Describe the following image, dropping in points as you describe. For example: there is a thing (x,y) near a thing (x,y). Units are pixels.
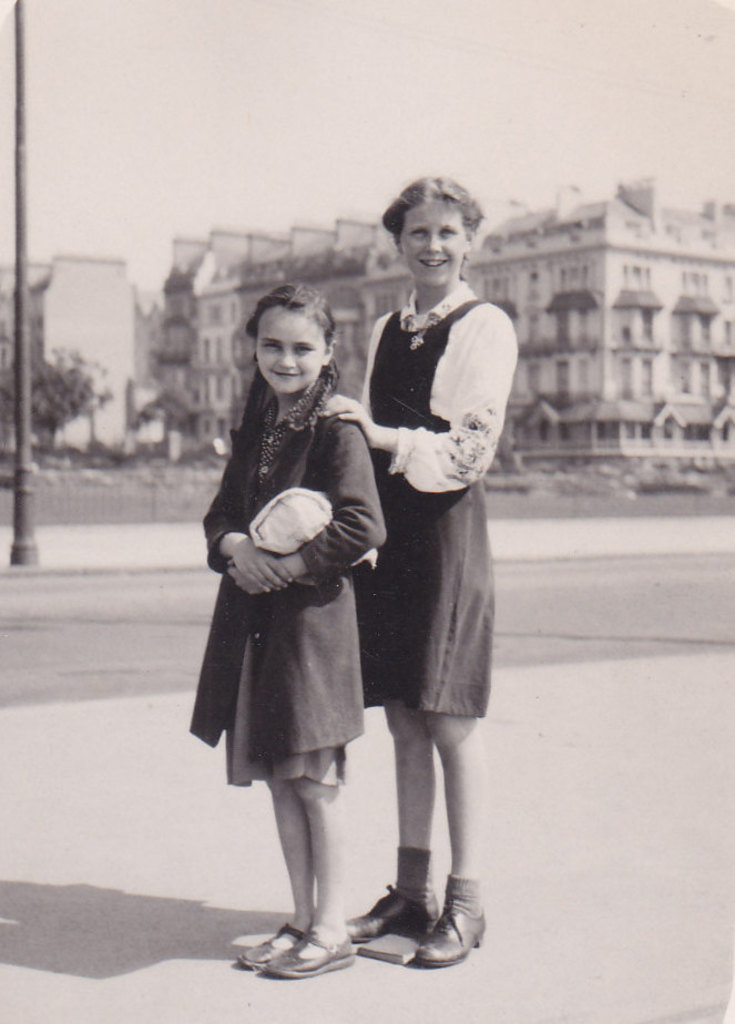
This picture is clicked outside. In the center (377,394) we can see the two persons (275,349) smiling and standing on the ground (411,979). In the background (556,85) we can see the sky (222,105), buildings (676,365), trees (93,395), pole (24,408) and some other objects (51,481).
